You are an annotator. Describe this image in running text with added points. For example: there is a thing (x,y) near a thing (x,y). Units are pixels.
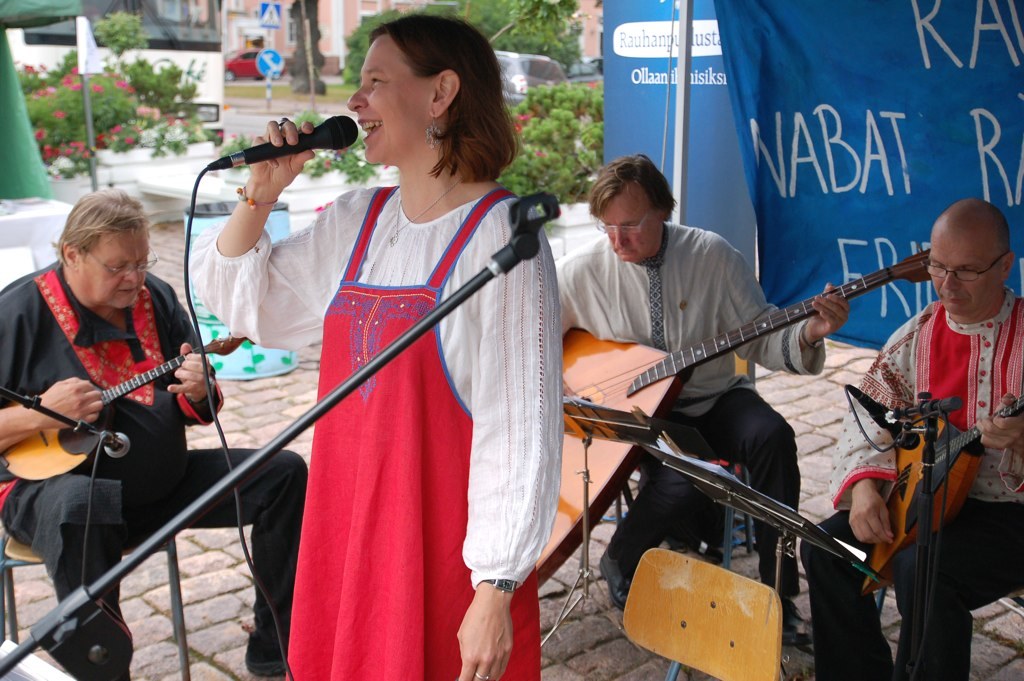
In the foreground of this image (447,270), there is a mic stand (391,348) and a woman (392,123) standing and holding a mic (331,125). Behind her, there are three men (132,321) sitting and playing musical instruments (943,453) in front of mics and also there are book holders (675,457). In the background (666,43), there are banners (660,119), plants (563,121), flowers (132,109), poles (680,124), buildings (330,30) and few vehicles (533,60) and also there is a drum (267,221) like an object (274,225).
